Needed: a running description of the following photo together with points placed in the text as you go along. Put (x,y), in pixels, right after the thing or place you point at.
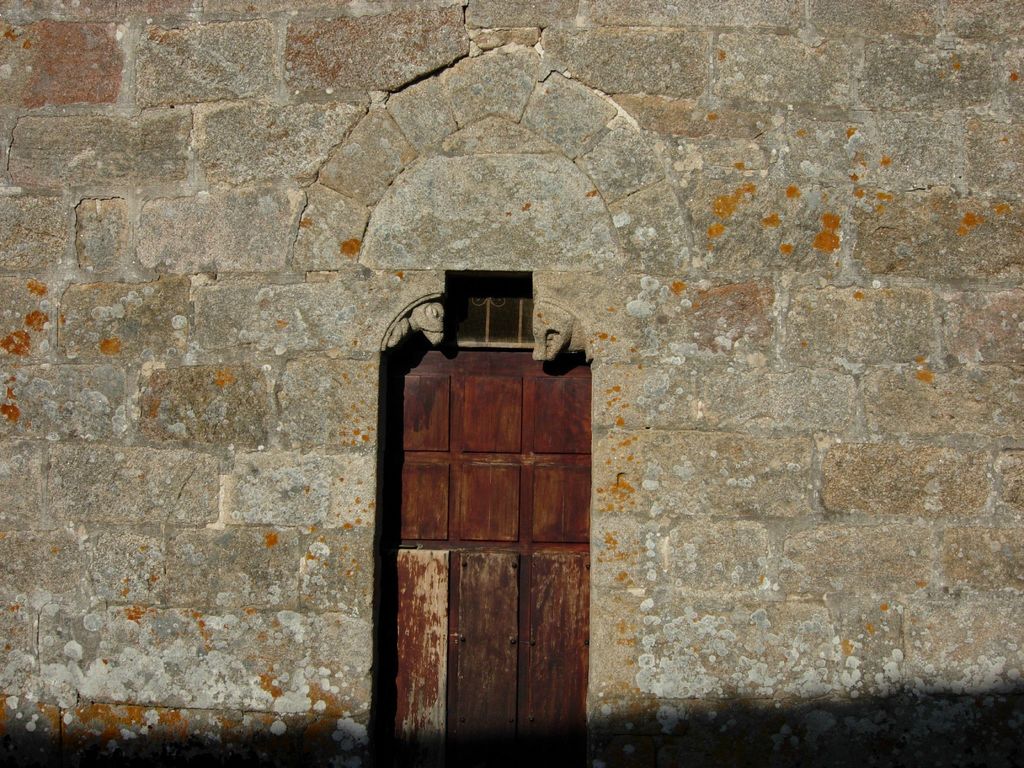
In this image, we can see a door (494,434) and a wall (422,211).
